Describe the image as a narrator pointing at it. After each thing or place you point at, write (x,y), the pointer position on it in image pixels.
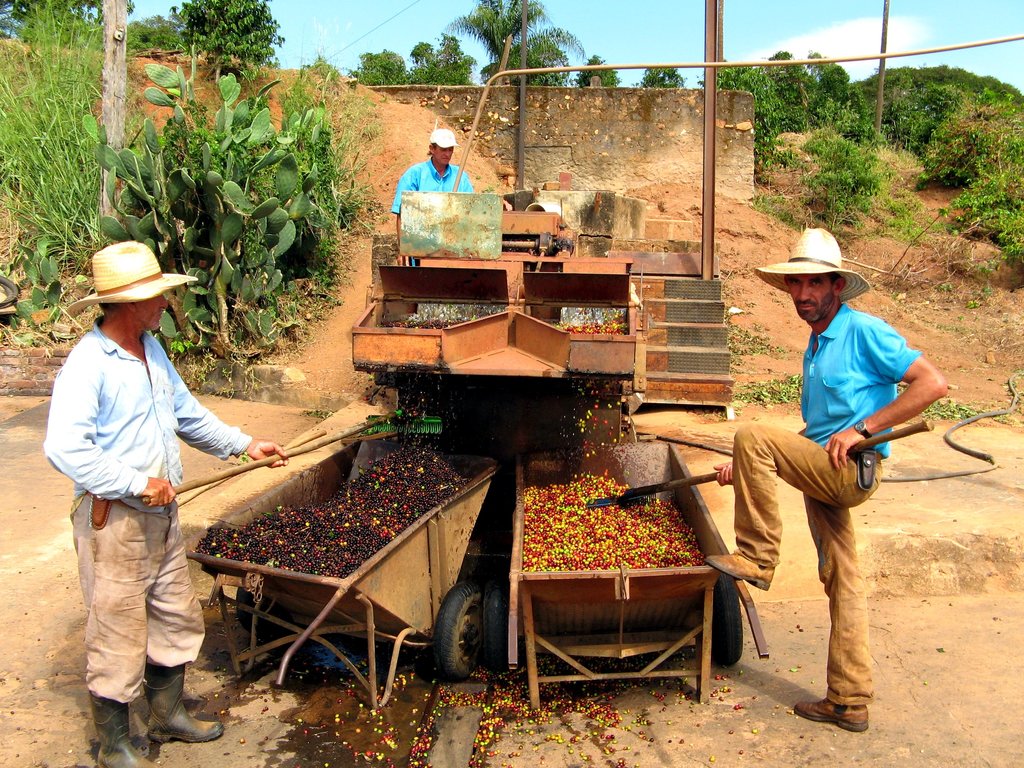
In this picture, we see a man (826,406) in a blue shirt (810,378) who is wearing a hat (765,274) is standing beside the trolley (600,573). There are trolleys (653,617) containing fruits (319,519). We even see a machinery equipment (545,331). In the background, there are trees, a pole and a wall (585,158). On the left side of the picture (124,374), we see a man (127,394) in blue shirt (176,448) is holding a wooden stick (347,435) in his hand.
